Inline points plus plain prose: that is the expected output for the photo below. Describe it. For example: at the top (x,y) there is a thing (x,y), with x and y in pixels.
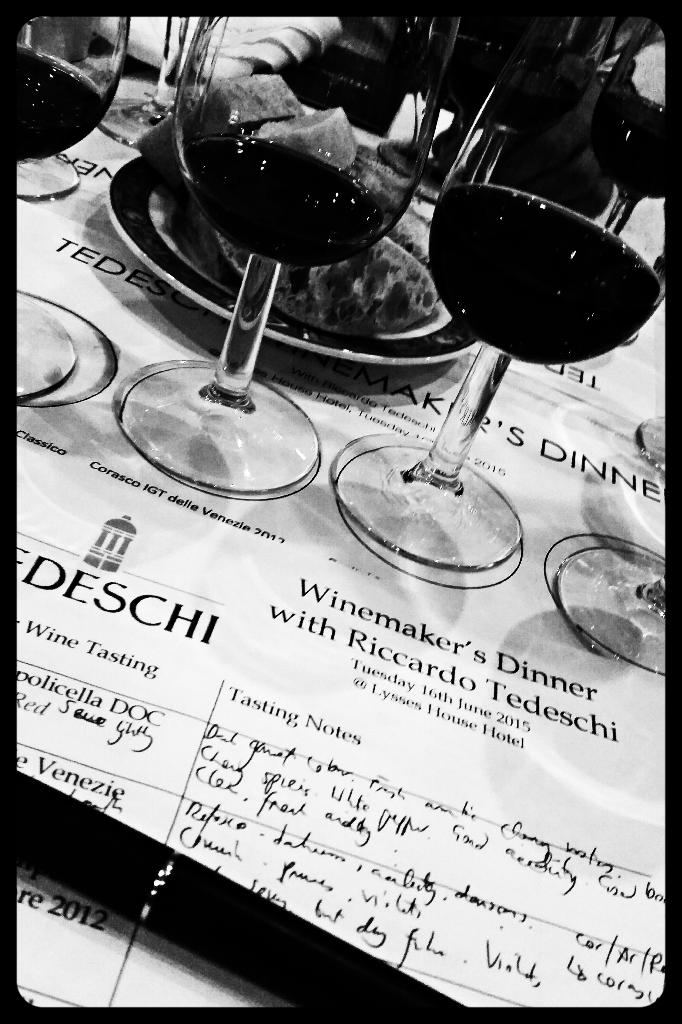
In this image I can see few glasses (30,81) and in these glasses (199,191) I can see drinks (42,117). I can also see a plate (320,351) and in it I can see something. Here I can see something is written at few places.
